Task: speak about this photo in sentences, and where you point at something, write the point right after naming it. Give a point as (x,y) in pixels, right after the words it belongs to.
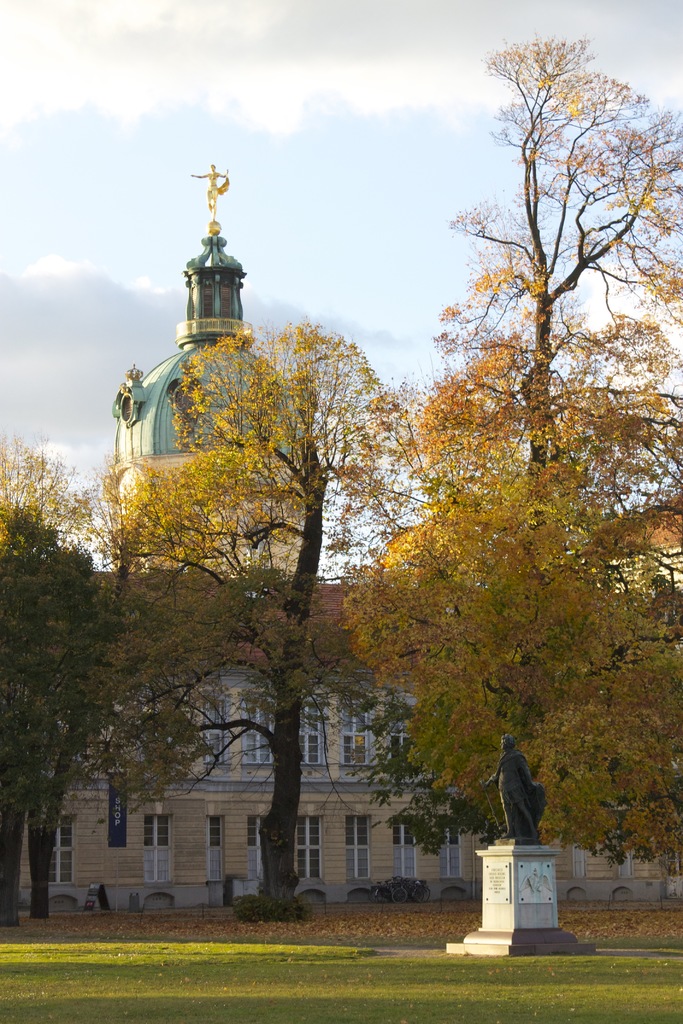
In the picture we can see a statue (521,868), grass (310,977), dry leaves (670,911) on the ground (258,925), we can see trees (485,549), building (165,424) and the sky (41,268) with clouds (265,75) in the background (176,12).
